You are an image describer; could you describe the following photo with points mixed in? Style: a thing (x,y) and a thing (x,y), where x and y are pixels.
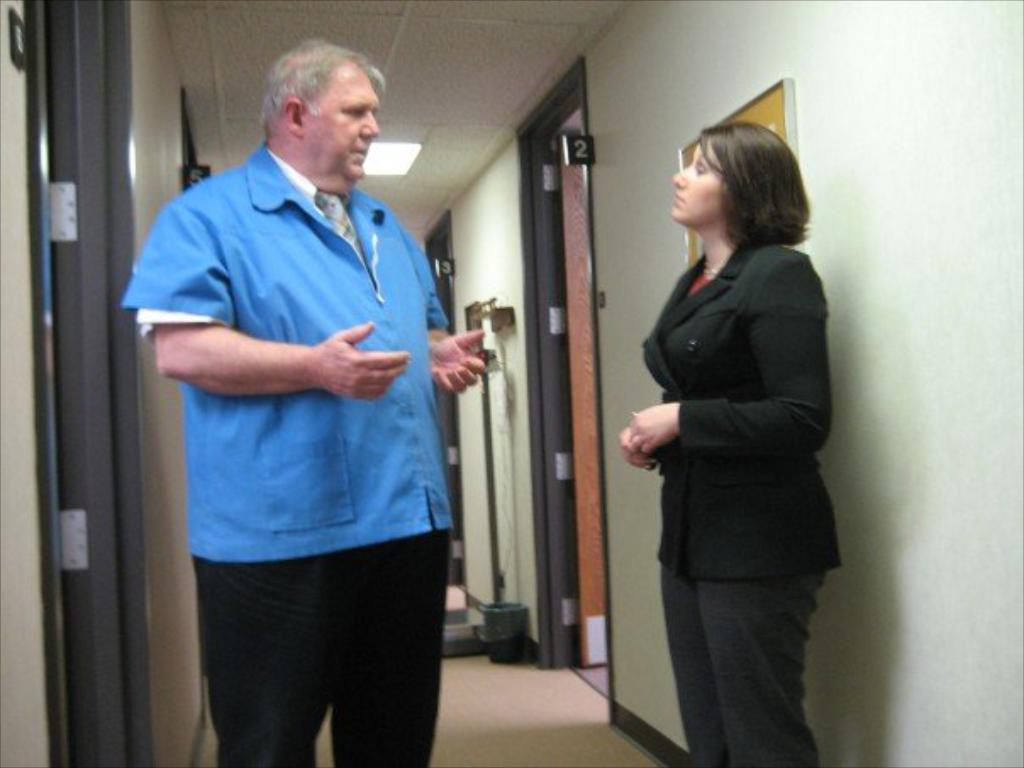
This picture shows a man (431,631) and a woman (766,154) standing and we see doors (578,208) and a dustbin (513,653) on the floor (488,666) and we see a board (785,88) on the wall (815,202) and we see a roof light (394,151).
